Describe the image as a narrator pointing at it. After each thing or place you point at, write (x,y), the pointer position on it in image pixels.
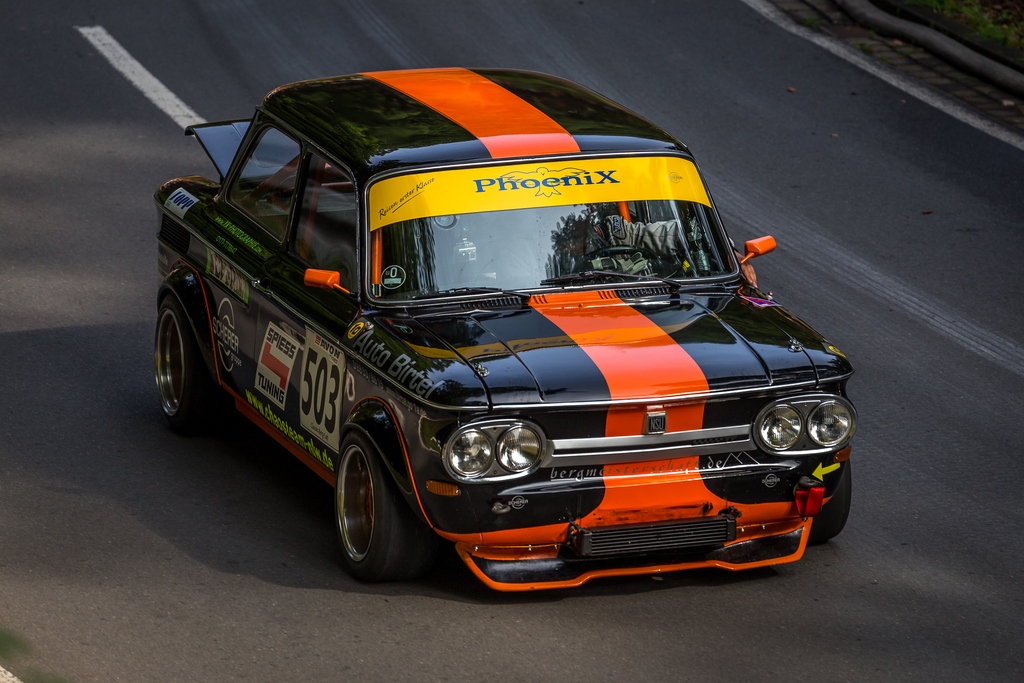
In the image there is a car (445,274) on the road (47,401).
